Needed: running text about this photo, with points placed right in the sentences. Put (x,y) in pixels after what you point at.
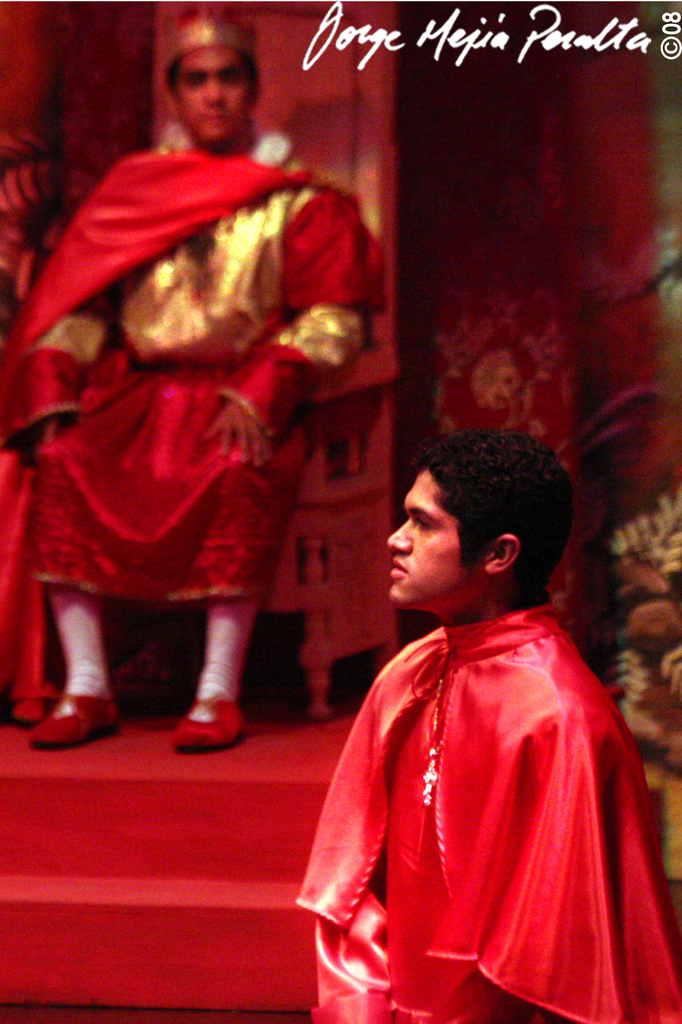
In this image, I can see a person (469,850) standing and another person (231,429) sitting on a chair (365,368). In the background (433,307) it looks like a curtain (511,192). In the top right side of the image (666,54), I can see a watermark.
